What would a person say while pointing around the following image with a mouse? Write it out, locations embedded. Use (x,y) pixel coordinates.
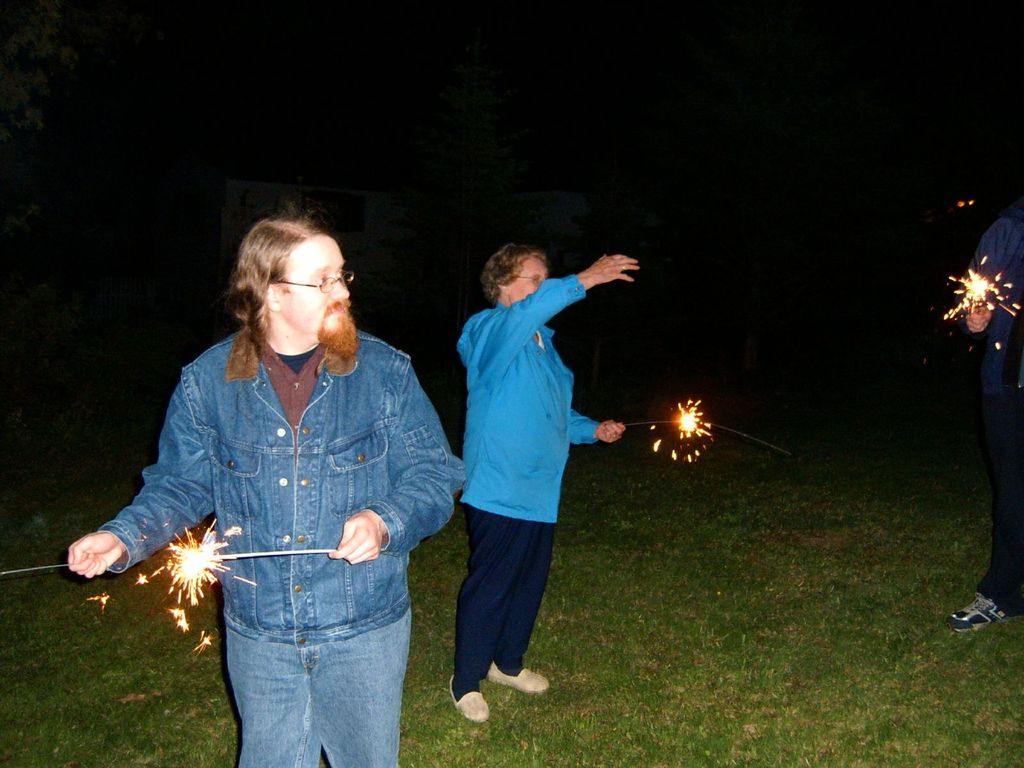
There are three people (321,489) standing and holding the sparkle sticks (208,562). This is the grass (692,618). In the background (20,124), I can see the trees (452,281).
